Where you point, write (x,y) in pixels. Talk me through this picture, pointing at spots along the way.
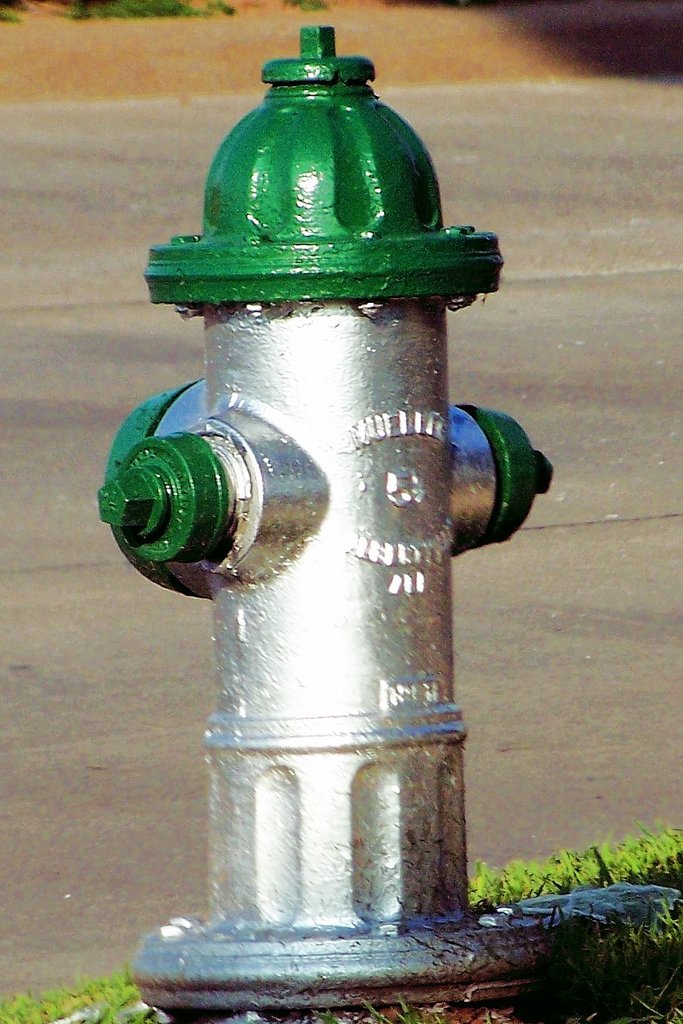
In this picture I can observe a fire hydrant (260,404) in the middle of the picture (407,521). It is in green and silver color. In the background (581,467) I can observe road (563,410).
